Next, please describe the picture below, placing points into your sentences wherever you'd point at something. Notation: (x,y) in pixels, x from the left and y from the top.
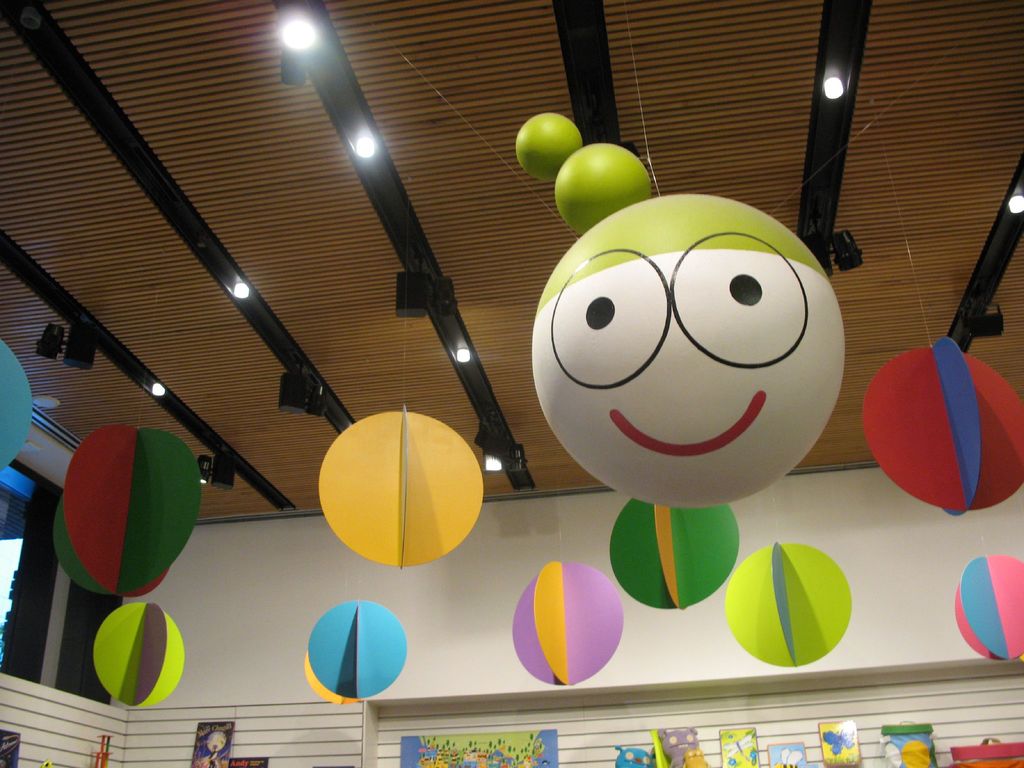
As we can see in the image there is a white color wall (280,575), balls (557,407), window (16,547) and photo frames (548,737).
